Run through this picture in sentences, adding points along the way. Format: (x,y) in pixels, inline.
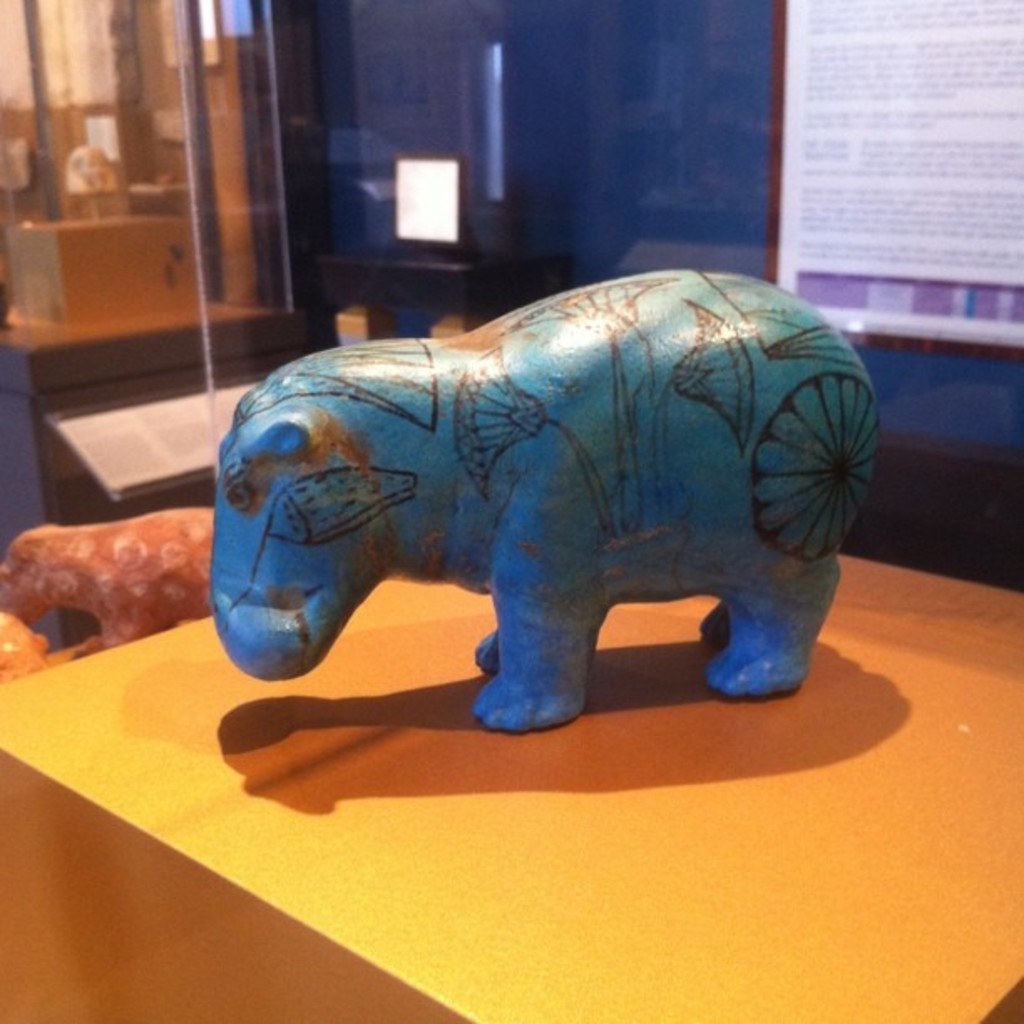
This picture shows a toy (685,369) on the table (565,1015) and we see a poster (812,38) on the wall (703,253) and we see a monitor (462,194) and couple of toys (90,586) on the side.
